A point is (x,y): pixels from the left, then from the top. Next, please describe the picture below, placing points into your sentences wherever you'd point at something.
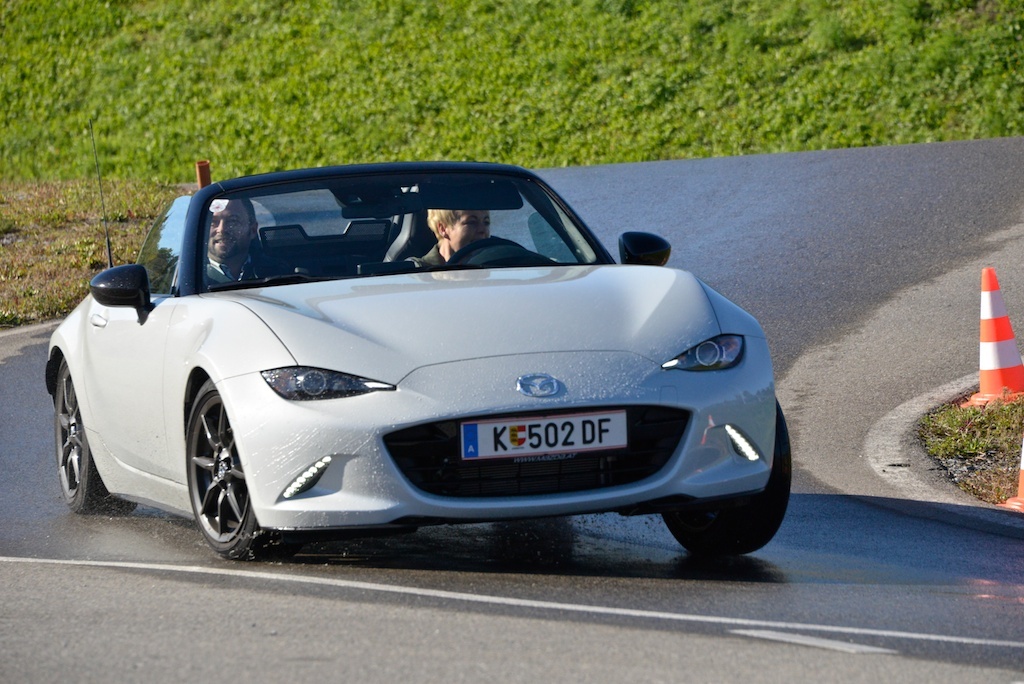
There are two persons (452,241) are sitting on a car (391,264). On the right side of the person (472,230) is driving a car (448,311). The car (451,318) has registration number plate (508,429) and the car (437,296) has two mirrors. We can see in the background (282,151) grass (330,125), and road (654,228).
